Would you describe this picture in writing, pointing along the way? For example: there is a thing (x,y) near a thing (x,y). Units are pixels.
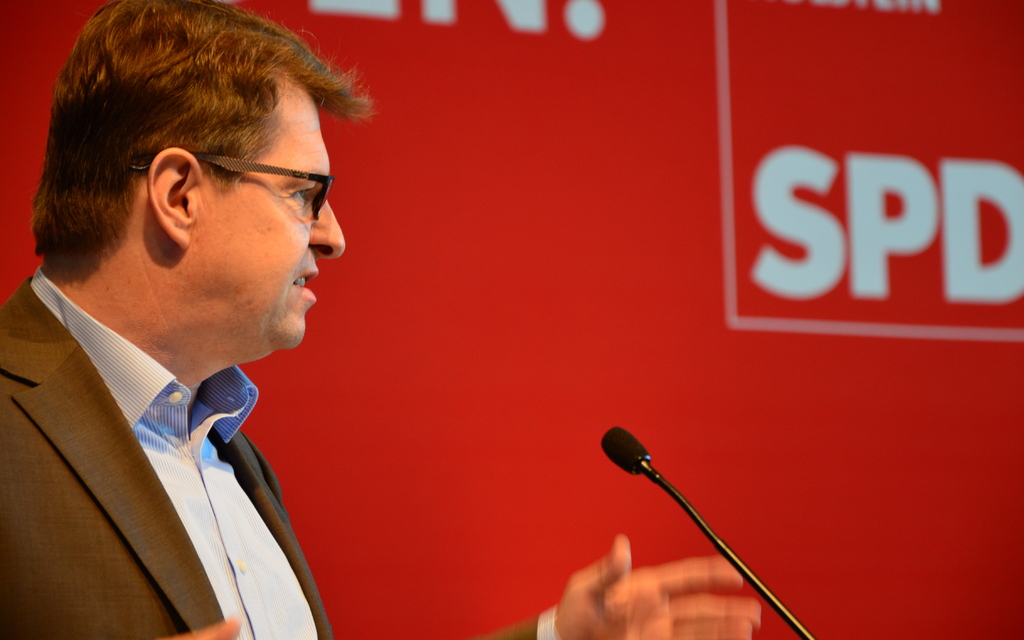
In this picture there is a man (103,544) standing and talking. At the back (367,267) there is a board (813,224) and there is text (917,206) on the board (835,193). On the right side of the image (736,554) there is a microphone (742,568).
